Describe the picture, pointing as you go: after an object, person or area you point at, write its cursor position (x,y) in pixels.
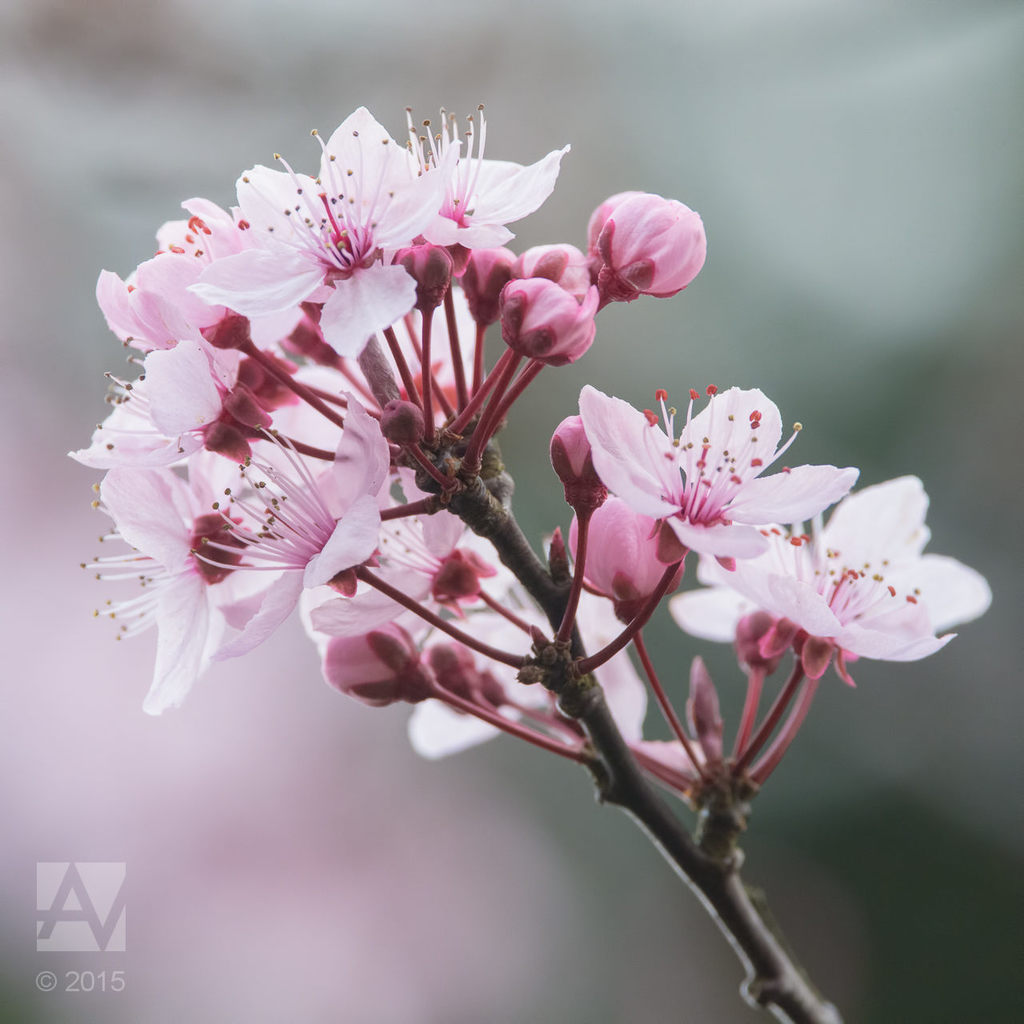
In this image, I can see the flowers (470,223) and flower buds (585,274) to the branch (717,848). These flowers (480,632) are light pink in color. The background (279,867) looks blurry. I can see the watermark (106,921) on the image.
